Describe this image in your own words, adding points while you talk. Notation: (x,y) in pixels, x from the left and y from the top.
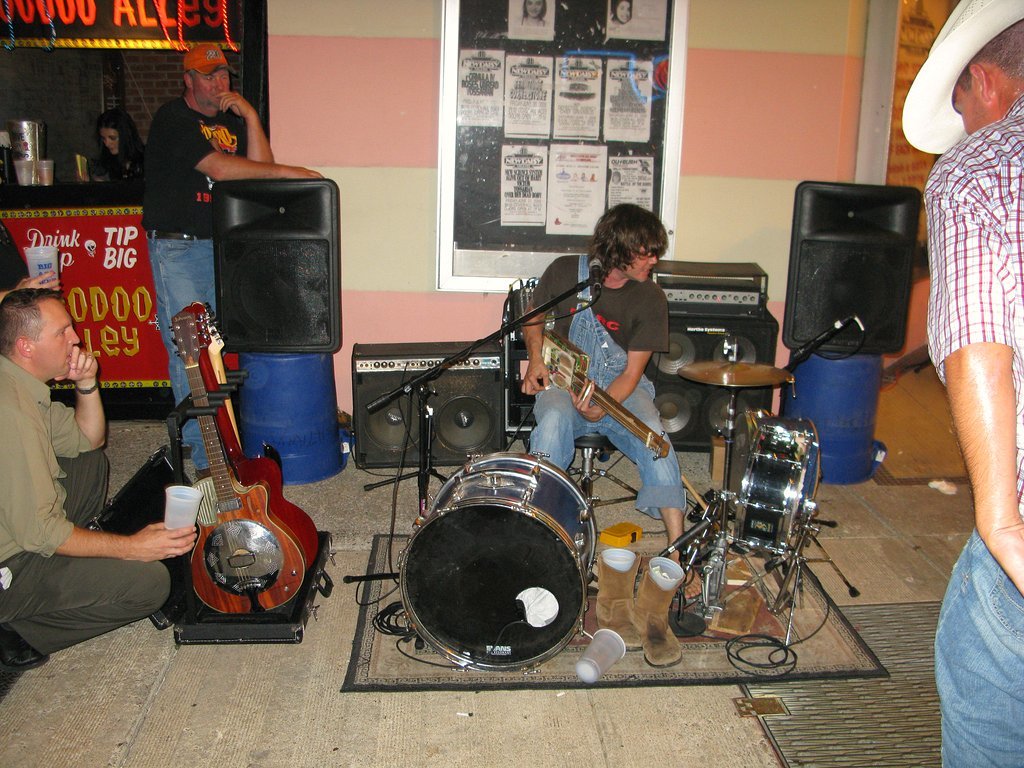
In this picture we can see a person (580,410) is playing musical instruments (761,368), behind we can see some speakers (457,403) and board (539,120) to the wall (398,99), some people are watching, one woman (118,133) is near the bar (113,244).
